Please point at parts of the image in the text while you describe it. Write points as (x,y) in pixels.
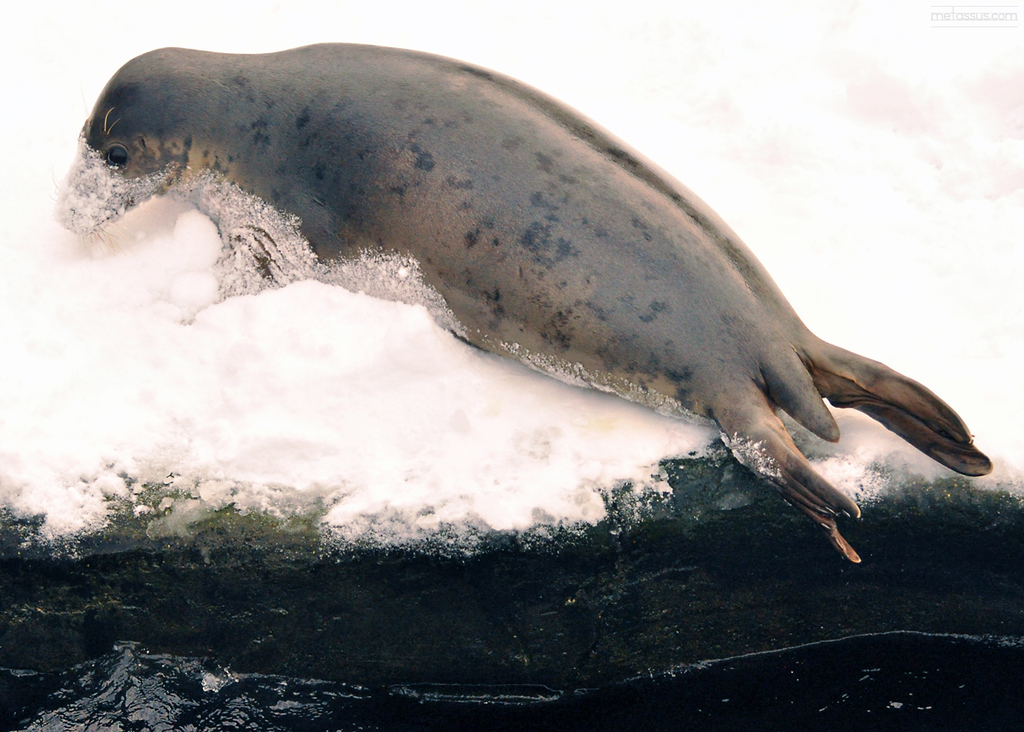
In the image we can see there is a seal (477,172) lying on the ground (419,360) and there is snow (415,338) on the ground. There is water (262,700) at the bottom (372,700).
